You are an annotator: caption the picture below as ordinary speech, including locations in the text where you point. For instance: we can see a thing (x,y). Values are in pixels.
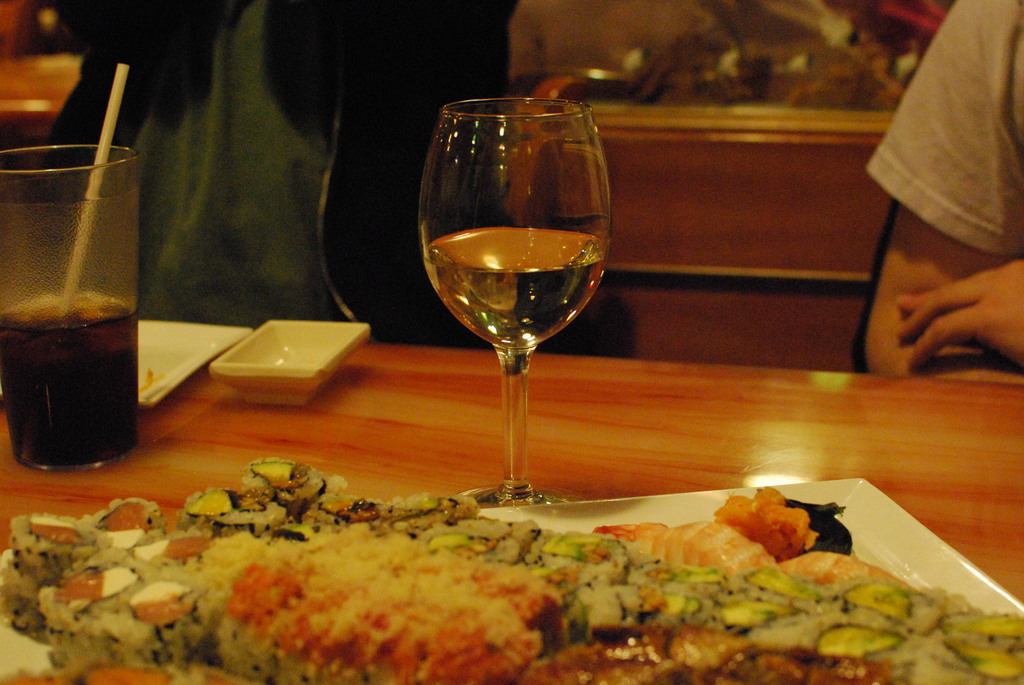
In this picture, we see a table (767,390) on which a glass (570,147) containing liquid (494,236), plate (170,354), glass (126,329) containing cool drink (26,325) and a plate (857,502) containing food (574,659) are placed. Behind that, we see two people (277,95) and this picture might be clicked in the restaurant (676,274).
